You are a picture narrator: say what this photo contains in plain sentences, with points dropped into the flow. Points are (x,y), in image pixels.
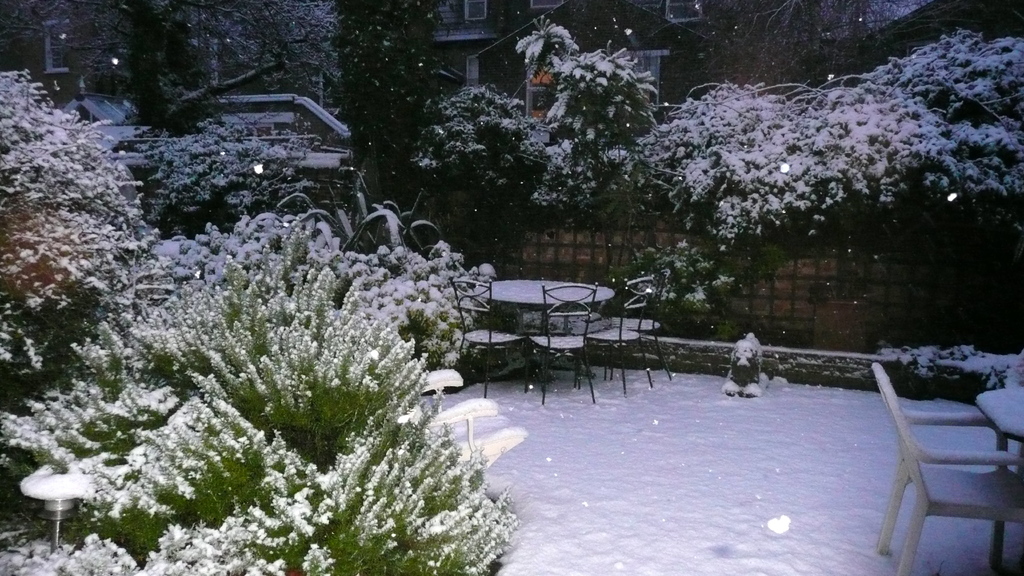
In the image there is a snow surface (670,388), on that there are empty chairs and tables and around the snow surface (840,498) there are houses (650,34) and trees (607,85).
